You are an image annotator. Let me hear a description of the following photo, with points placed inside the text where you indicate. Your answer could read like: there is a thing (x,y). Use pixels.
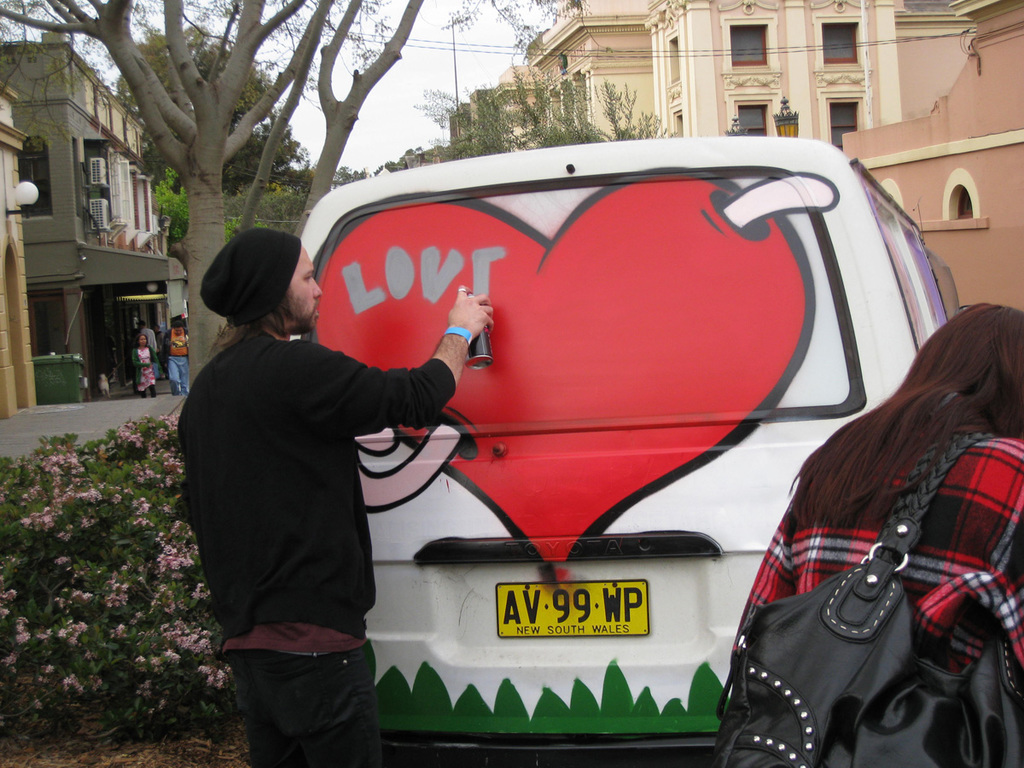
In the center of the image (349,378) there is a person (267,488) wearing a black color jacket (296,368) and a cap (213,263). He is doing graffiti (321,324) on the car (844,216). There is a woman (773,577). In the background of the image (824,71) there are buildings (827,30) and trees (23,86). To the left side of the image (91,448) there are plants (40,618).
